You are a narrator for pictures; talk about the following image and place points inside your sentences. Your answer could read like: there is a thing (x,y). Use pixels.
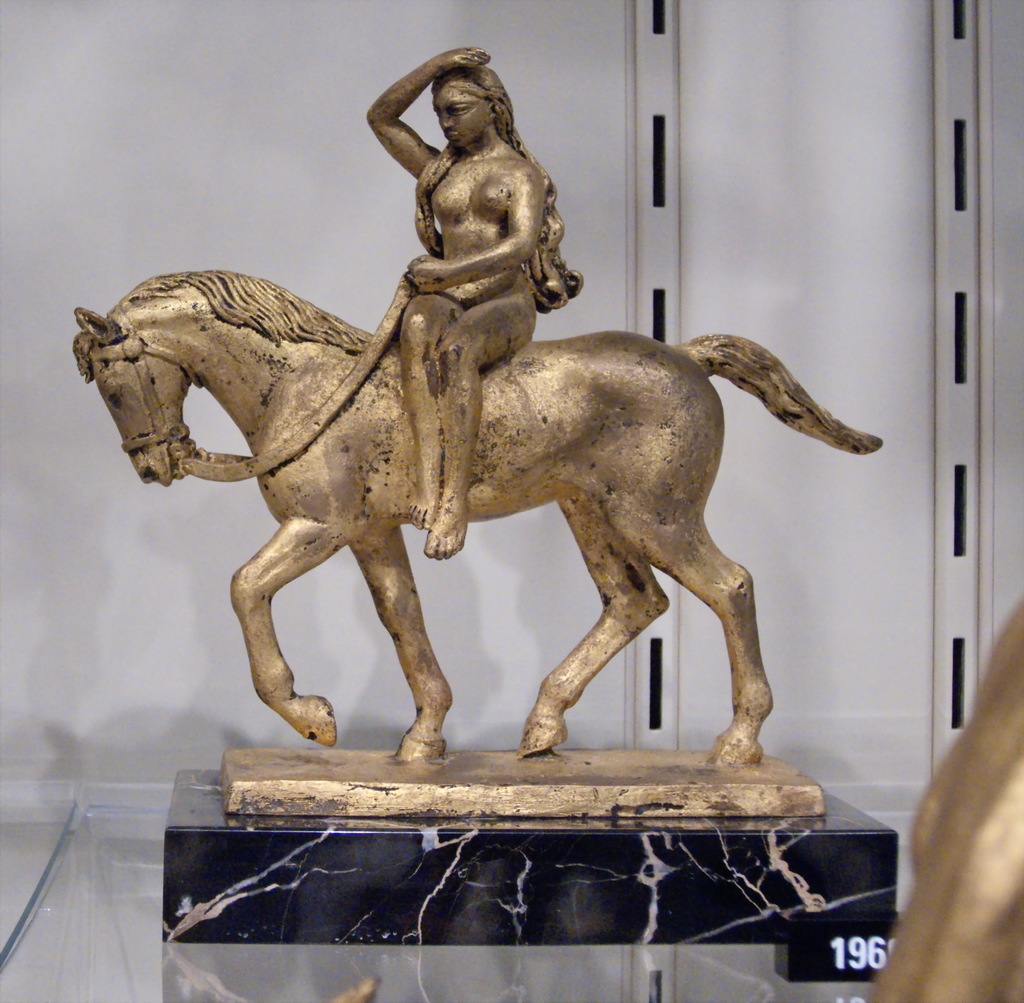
In this image we can see a statue (688,757) of a person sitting on the horse (589,640) and the statue (504,391) placed on a glass surface (732,952).
